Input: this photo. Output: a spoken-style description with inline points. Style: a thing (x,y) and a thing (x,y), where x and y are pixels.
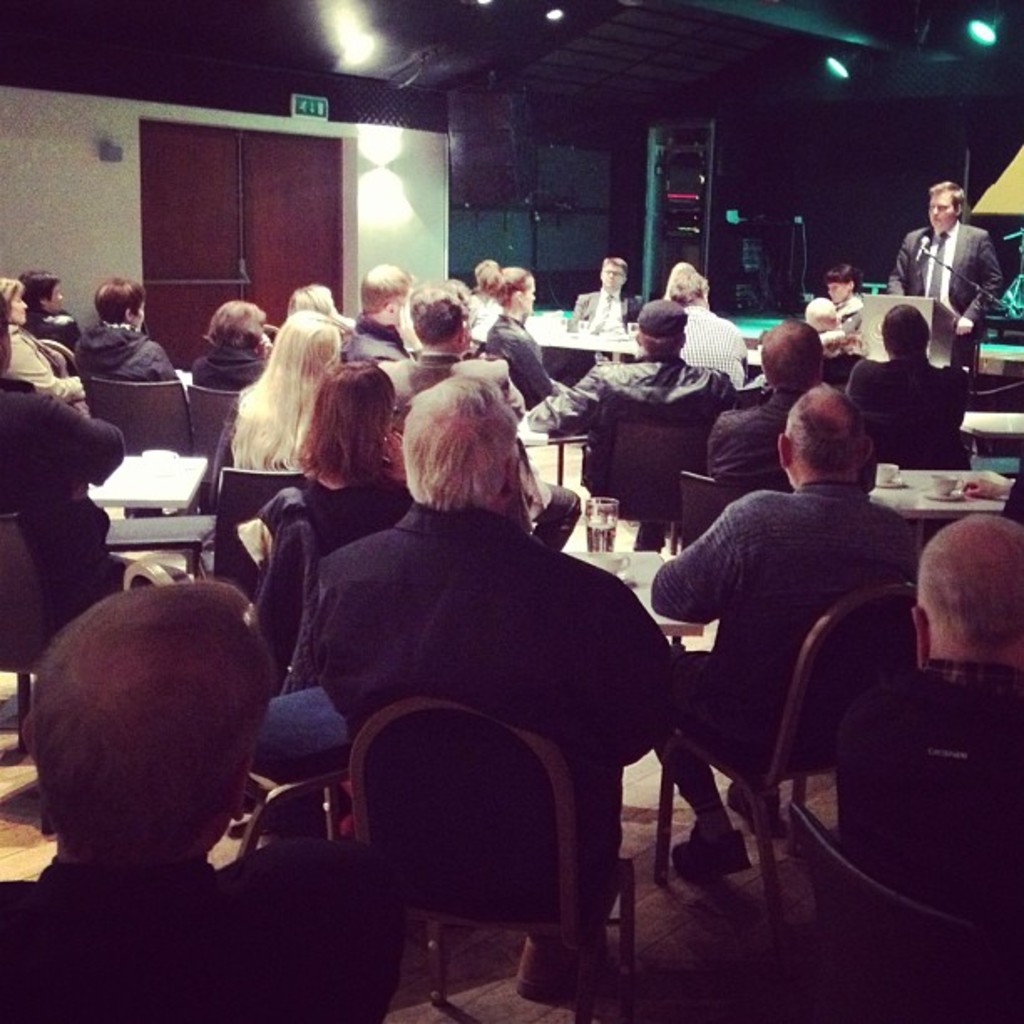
In this image I can see a group of people (507,591) are sitting on a chair (522,786) in front of a table (904,486). I can also see there is a man (965,262) is standing in front of a microphone (947,266) and a podium (904,303).
